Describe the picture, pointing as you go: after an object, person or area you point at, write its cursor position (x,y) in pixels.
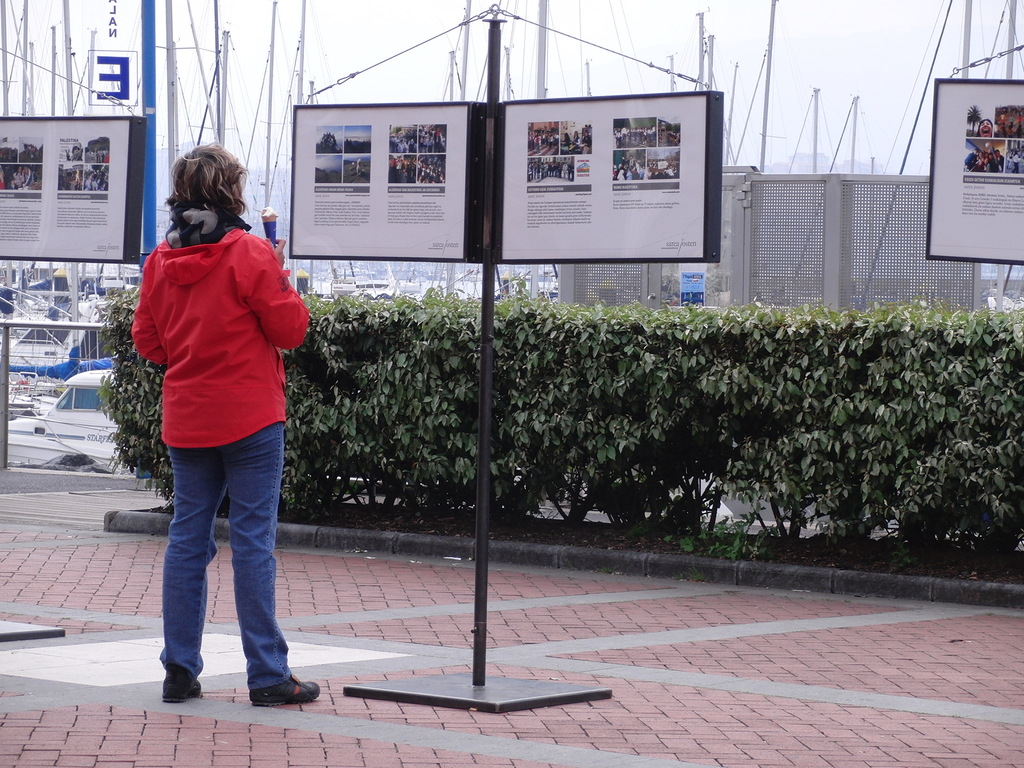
In this image I can see a person (209,306) standing and wearing red color top (191,310) and jeans (261,456). In front (507,125) I can see few boards (545,166) and something is written on it. I can see stands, few boats (383,288), plants (695,409) and water (466,284). The sky (722,88) is in white and blue color.
